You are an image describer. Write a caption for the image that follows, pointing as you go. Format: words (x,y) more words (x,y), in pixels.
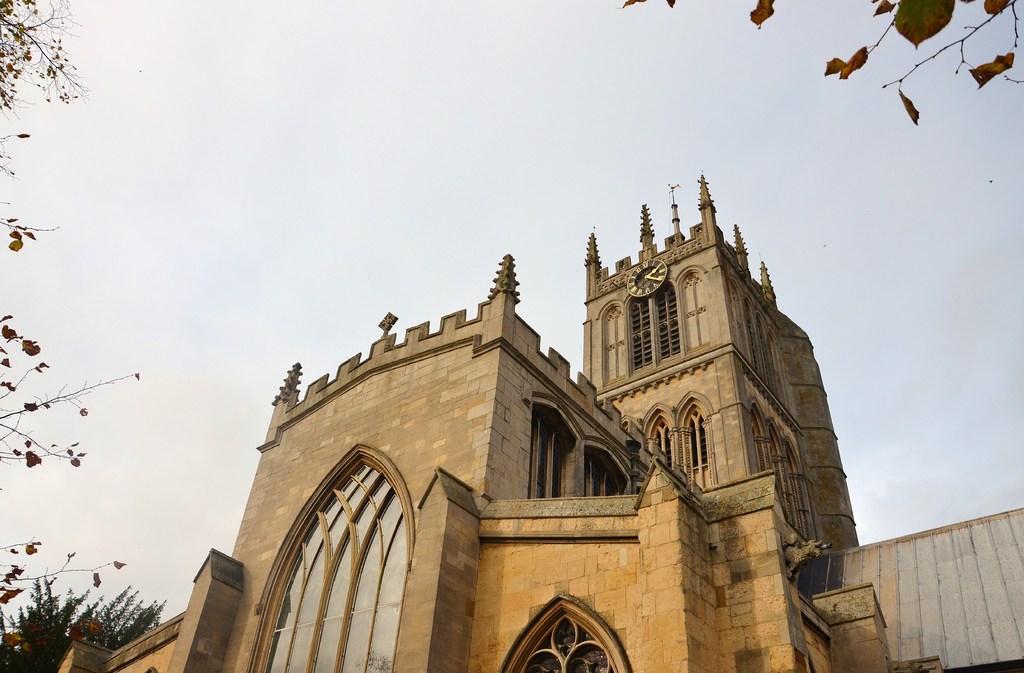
In this image there is a building (752,466). There are trees (13,66) on the left side (106,628). There are leaves (996,2) on the top right side (996,2). There is a sky (1004,141).
